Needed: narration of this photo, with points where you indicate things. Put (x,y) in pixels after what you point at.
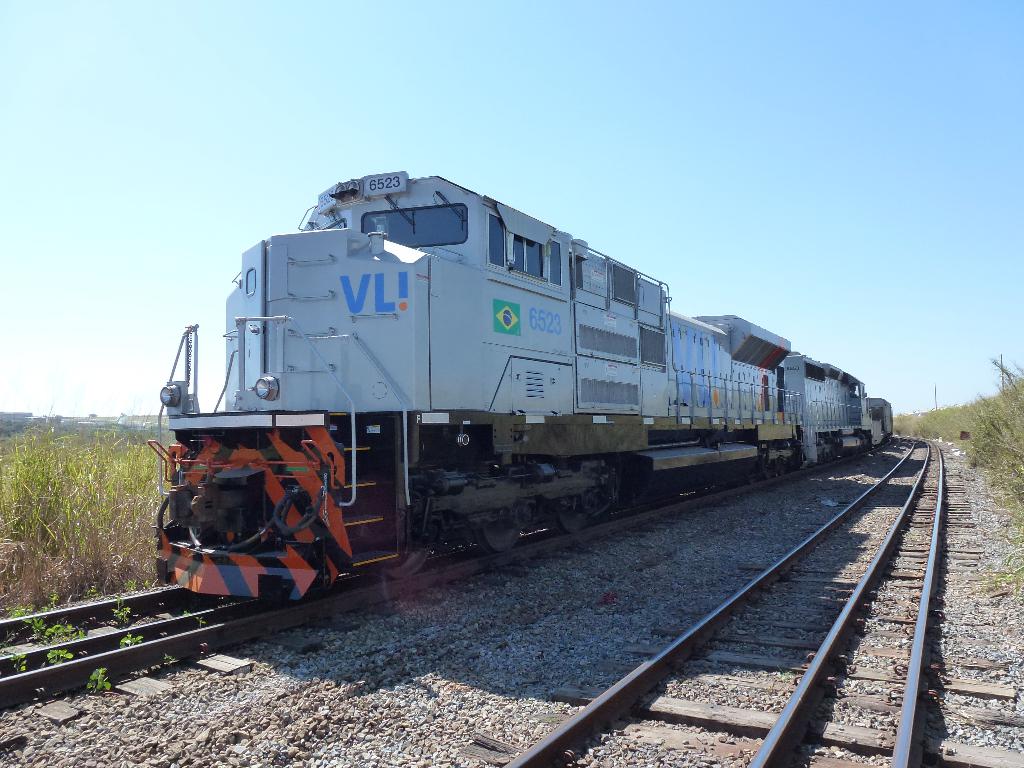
In this image I can see the ground (558,612), few railway tracks (745,682) on the ground (306,642), few plants (104,541) which are green and brown in color and a train (509,370) on the railway track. In the background (240,129) I can see the sky (715,160).
